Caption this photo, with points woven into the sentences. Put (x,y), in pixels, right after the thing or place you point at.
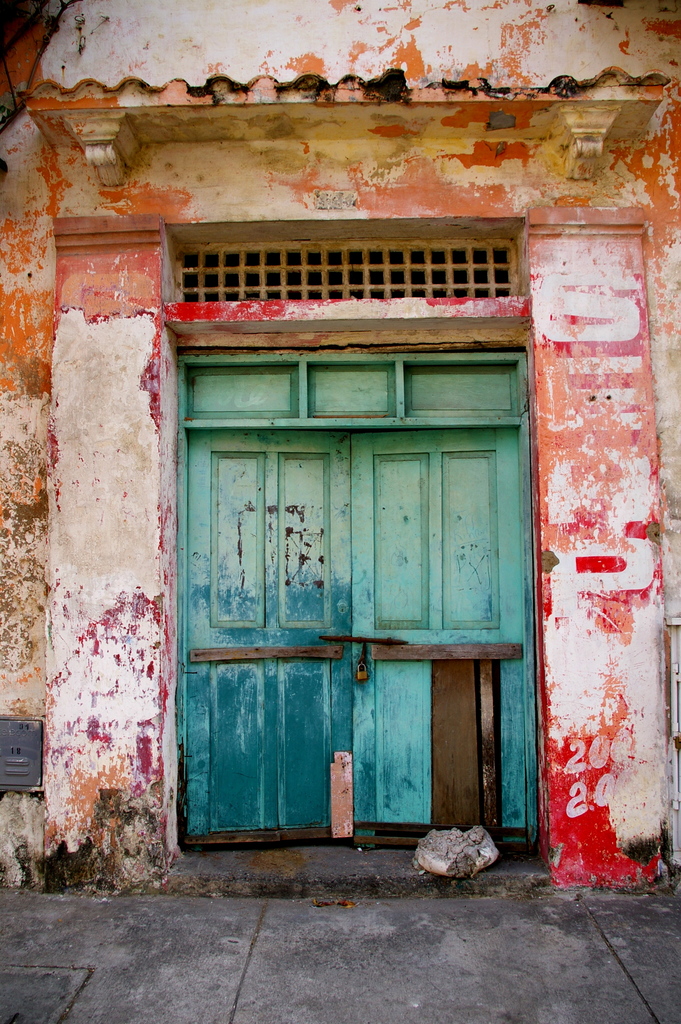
In the picture we can see a wooden door (492,628) on the wall (654,588).
